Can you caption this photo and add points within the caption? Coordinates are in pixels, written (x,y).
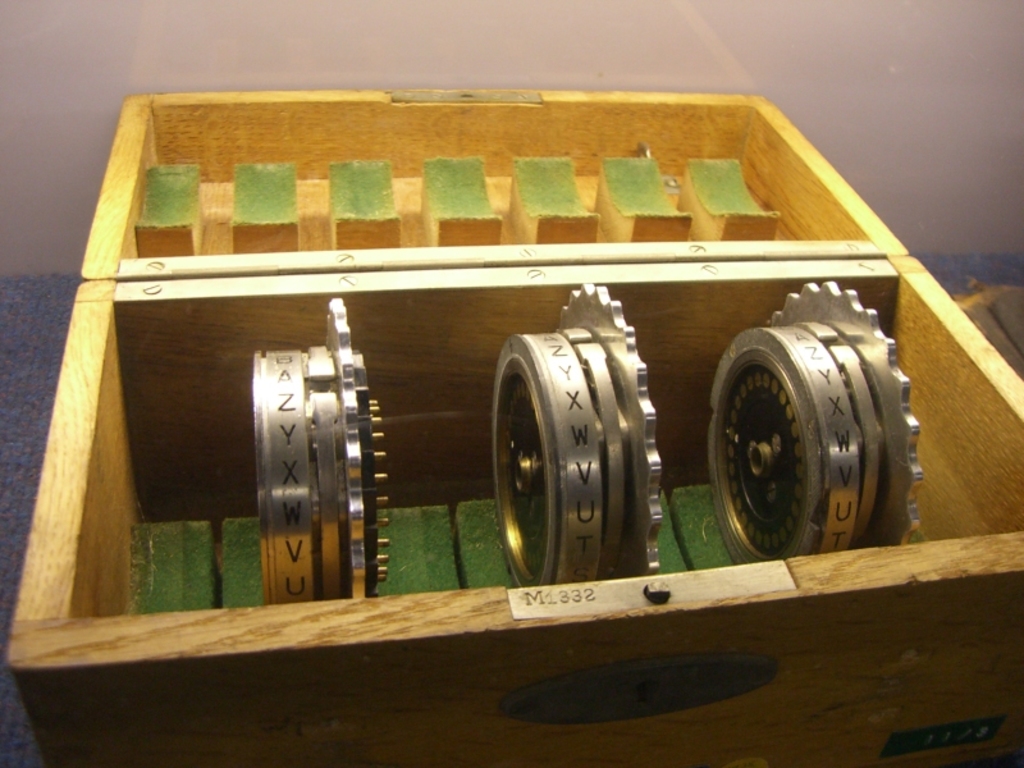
In the picture I can see the rotating gears (743,388) in the wooden box (446,370). In the background (42,99), I can see the wall (55,107).
